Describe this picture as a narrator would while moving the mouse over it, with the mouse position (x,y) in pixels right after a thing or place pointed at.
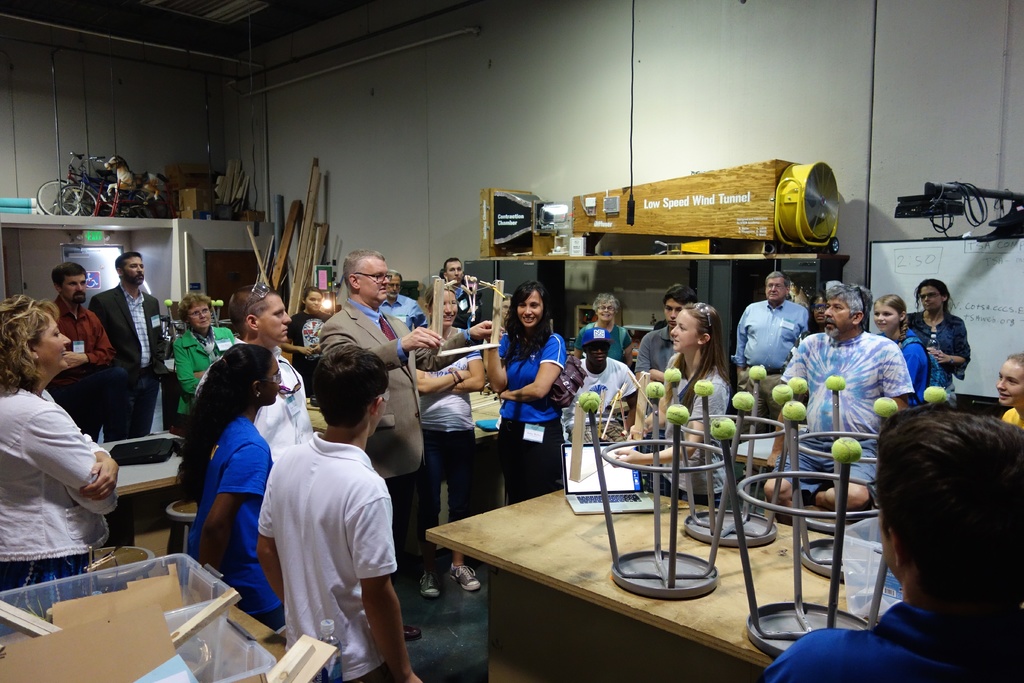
In the given image we can see that there are many people (269,422) standing. There is a table (520,532) on which a stool (625,556) is kept. This is a room (55,115).
